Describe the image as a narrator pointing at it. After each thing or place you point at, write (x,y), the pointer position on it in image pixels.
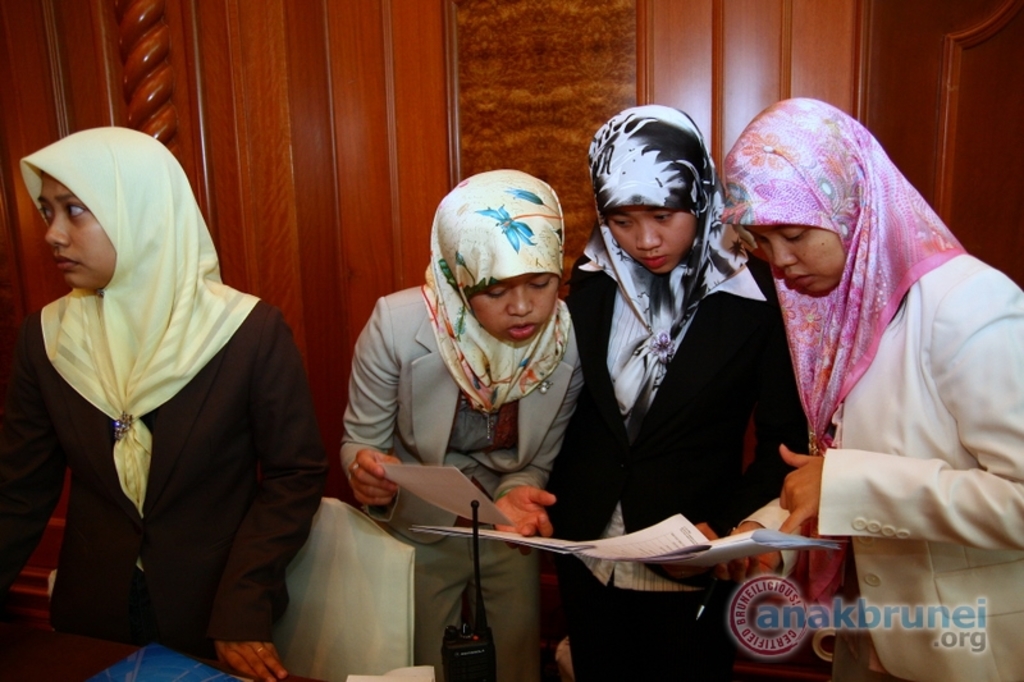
In this picture we can see there are four persons (287,485) standing and among them three persons (471,427) are holding the papers (482,504). In front of the people (493,548), there are some objects (143,678) and a walkie talkie (462,631). Behind the people (453,617), there is a wooden wall (795,68). In the bottom right corner of the image (780,634), there is a watermark (830,612).
